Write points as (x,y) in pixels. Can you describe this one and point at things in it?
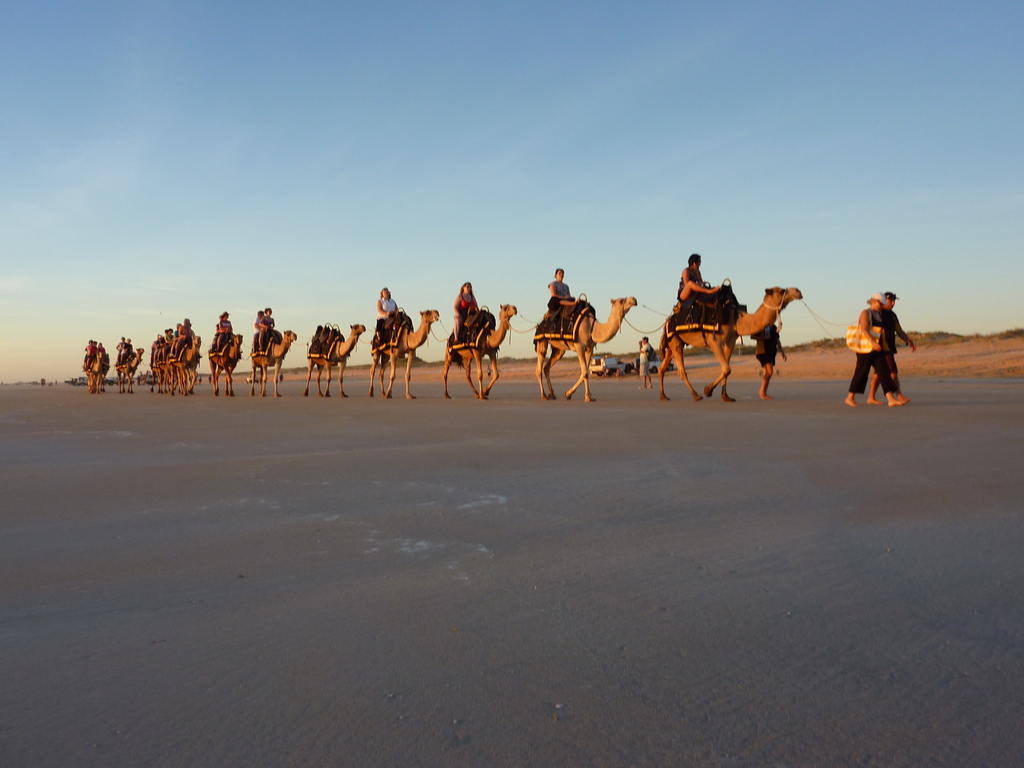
In this picture I can see group of people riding camels (711,343), there are four persons (766,346) standing, there are vehicles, and in the background (595,141) there is the sky (540,41).
